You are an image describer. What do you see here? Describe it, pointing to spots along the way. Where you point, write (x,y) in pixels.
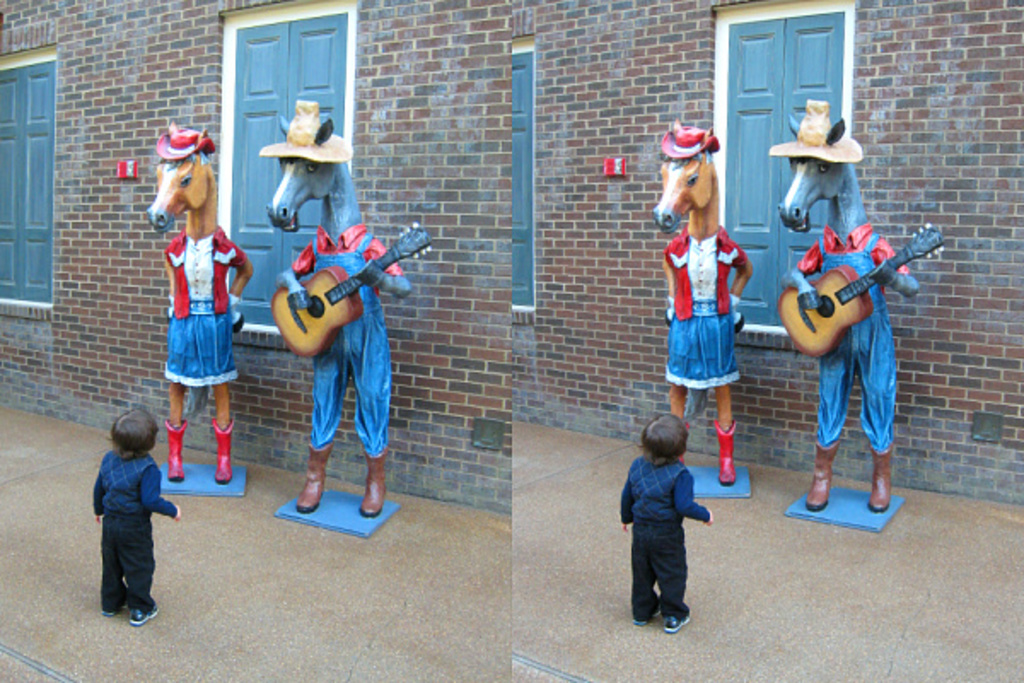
In this image I can see there is a wall (446,100) and on the wall (140,48) there are the blue color windows (263,76) and in front of the wall (366,161) there is a statue (359,361) seen and a child (134,501) wearing a blue color jacket (138,477) stand on the road (33,644). and right side (703,306) I can see replica of left side (153,298) image.
